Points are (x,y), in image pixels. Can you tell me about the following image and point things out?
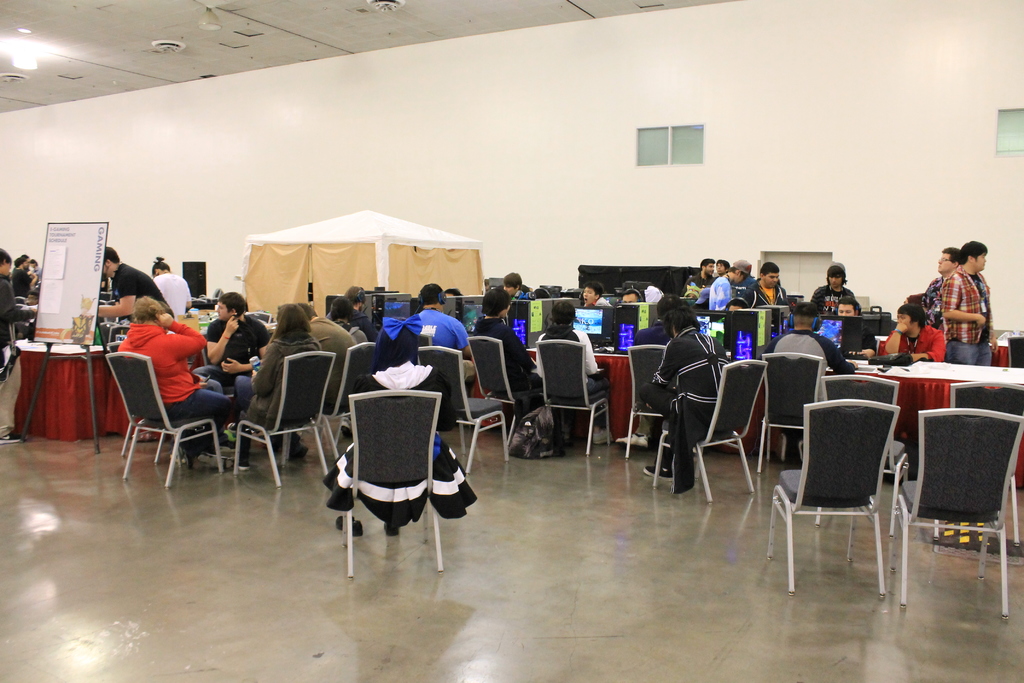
As we can see in the image there is a white color wall (524,137), window (660,142), few people (756,283) sitting on chairs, banner (89,301) and tables (918,377). On tables (934,376) there are computers (732,312) and bottles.
